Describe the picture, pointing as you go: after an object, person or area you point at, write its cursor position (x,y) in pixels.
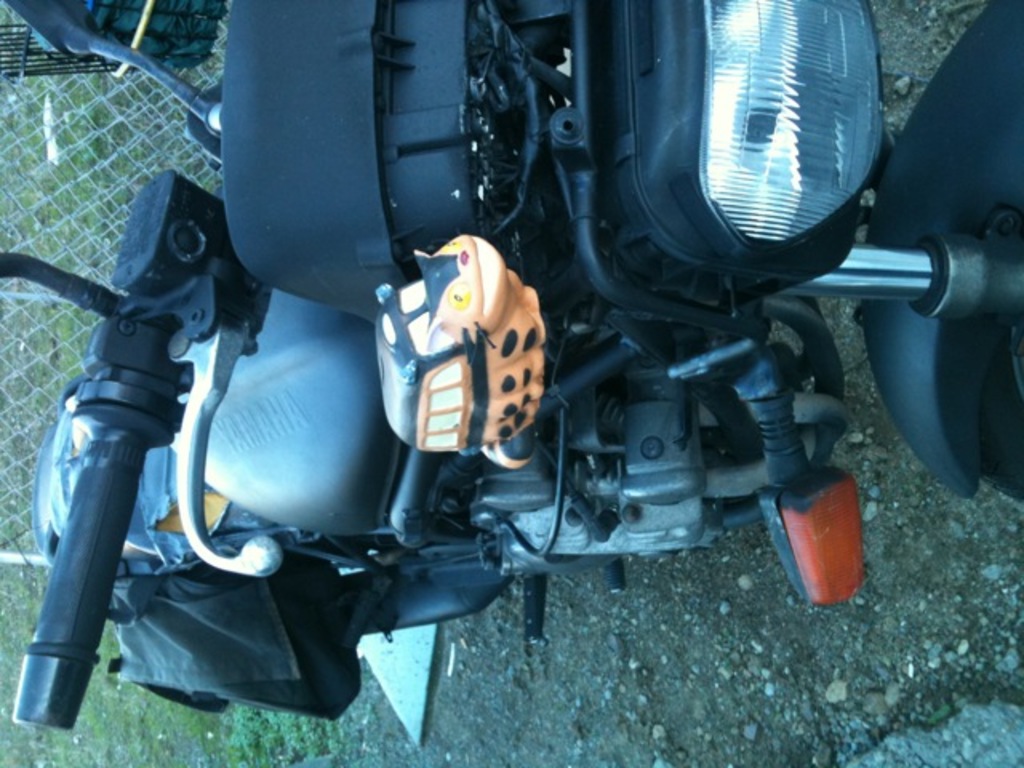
in the given picture i can see a vehicle (510,213) which is parked and also i can see a toy (498,249) which is attached to the vehicle (609,437) and also i can see boundary grill (72,136).
